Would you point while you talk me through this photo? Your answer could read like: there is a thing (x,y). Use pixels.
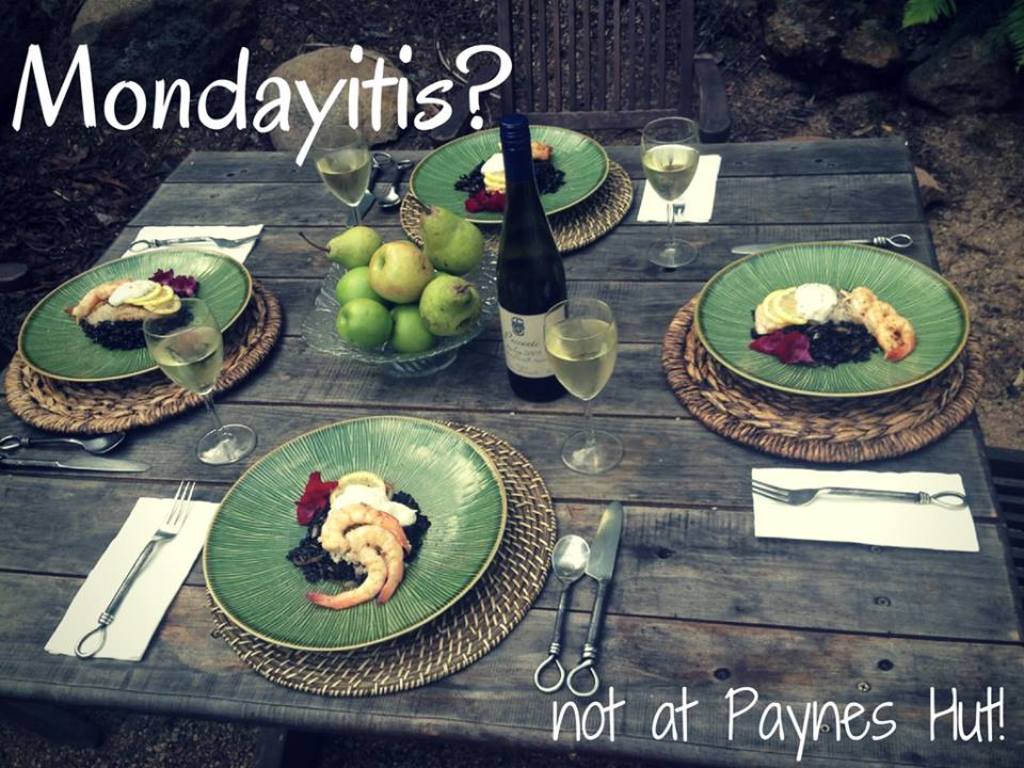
In this image I can see few food items (843,309) in the plates (898,273) and I can also see a bottle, glasses (654,259) on the table (608,630) and I can see something written on the image.
